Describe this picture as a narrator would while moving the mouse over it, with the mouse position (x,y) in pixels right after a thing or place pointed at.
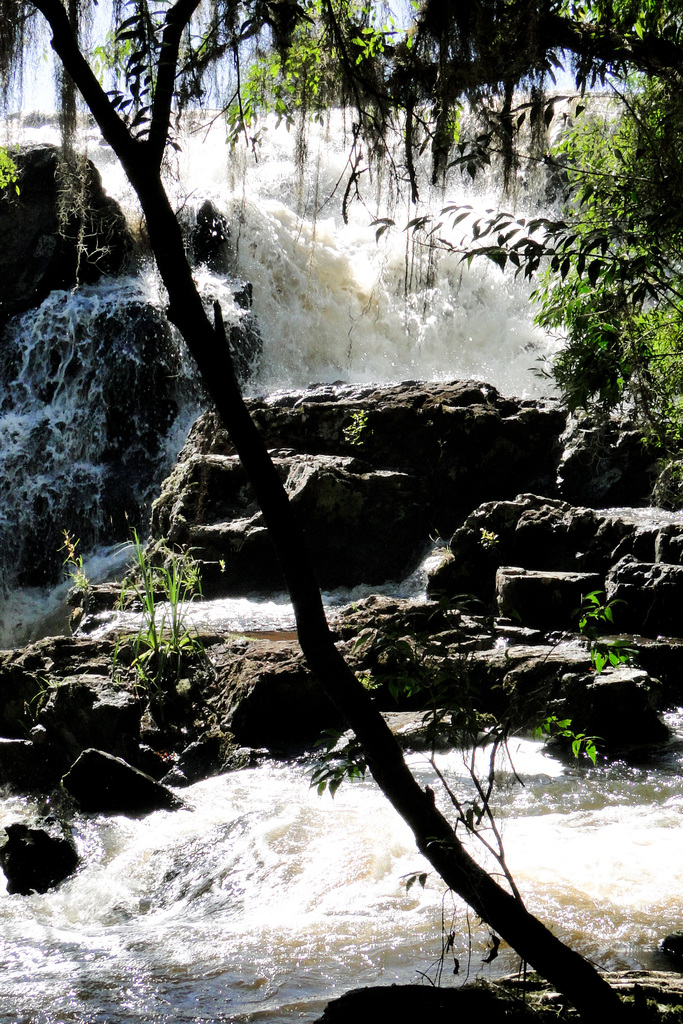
In this image I can see trees (669,361) and a waterfall (354,380) on the mountains (335,398). At the top (252,40) I can see the sky (233,54). This image is taken during a day.
